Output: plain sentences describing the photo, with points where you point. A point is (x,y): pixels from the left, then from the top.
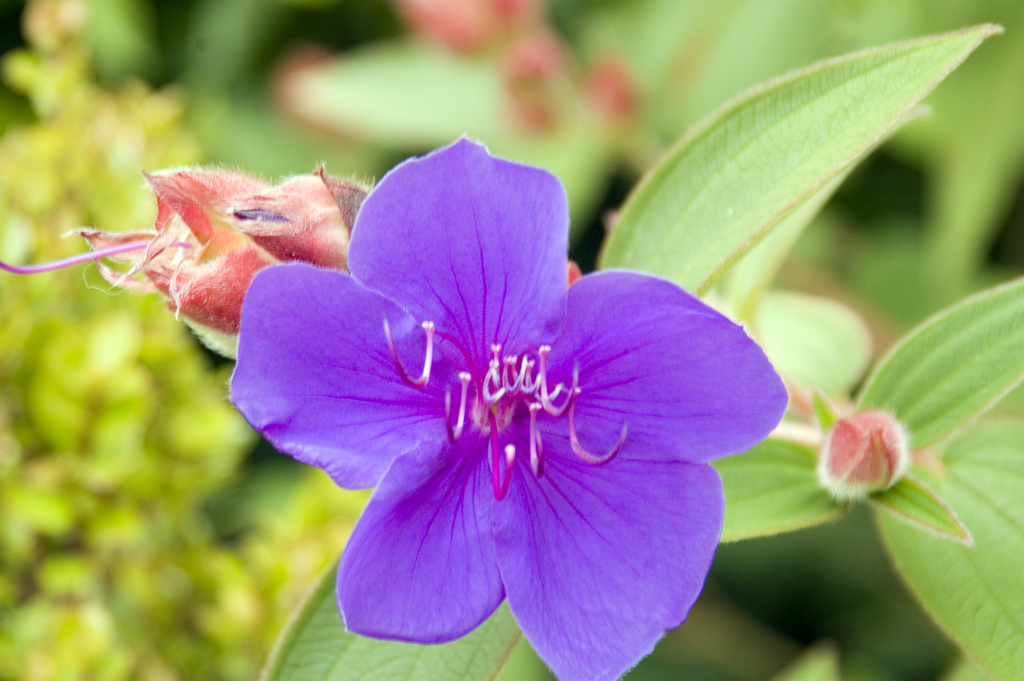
In this image we can see a flower (650,298) to the plant (522,351). The background of the image (547,100) is blurred.
